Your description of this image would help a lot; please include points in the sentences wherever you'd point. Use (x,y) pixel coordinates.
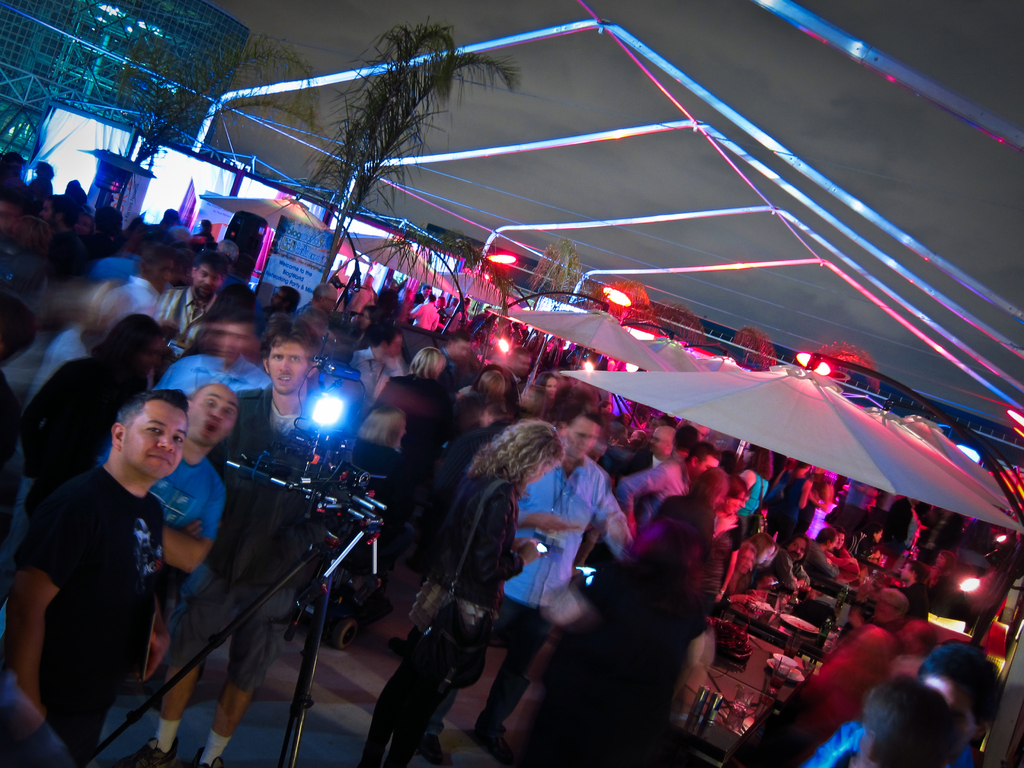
In this image I can see group of people (85,722) standing. I can see a camera (281,453), I can also see few umbrellas (713,427) in white color, trees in green color.
